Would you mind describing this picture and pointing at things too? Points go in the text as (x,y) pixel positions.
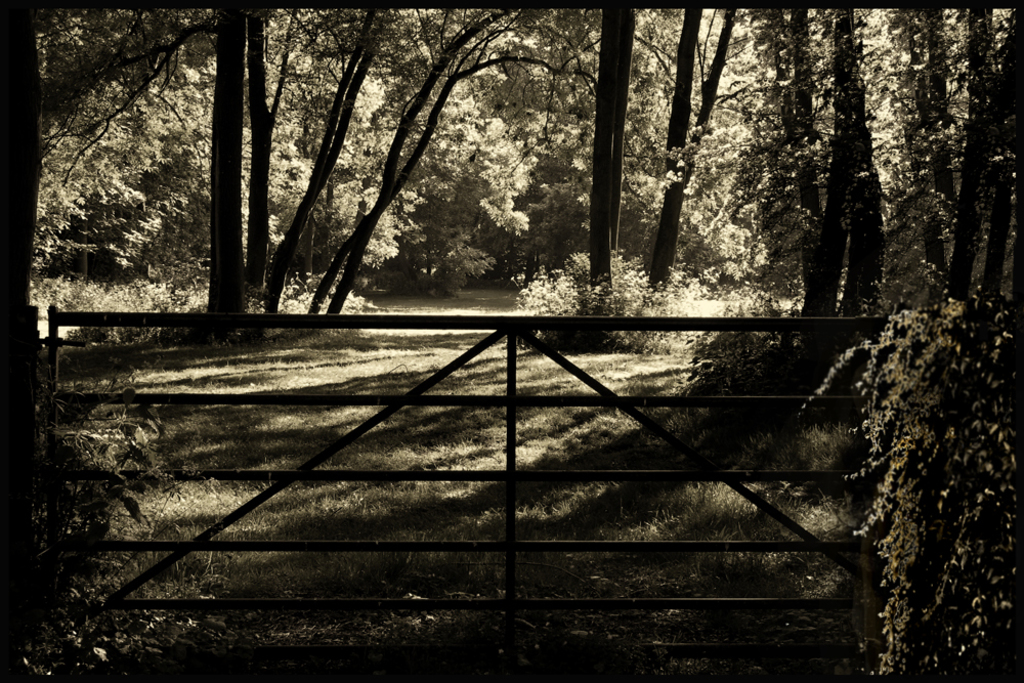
Here there are trees (600,203), this is iron gate (373,474).
